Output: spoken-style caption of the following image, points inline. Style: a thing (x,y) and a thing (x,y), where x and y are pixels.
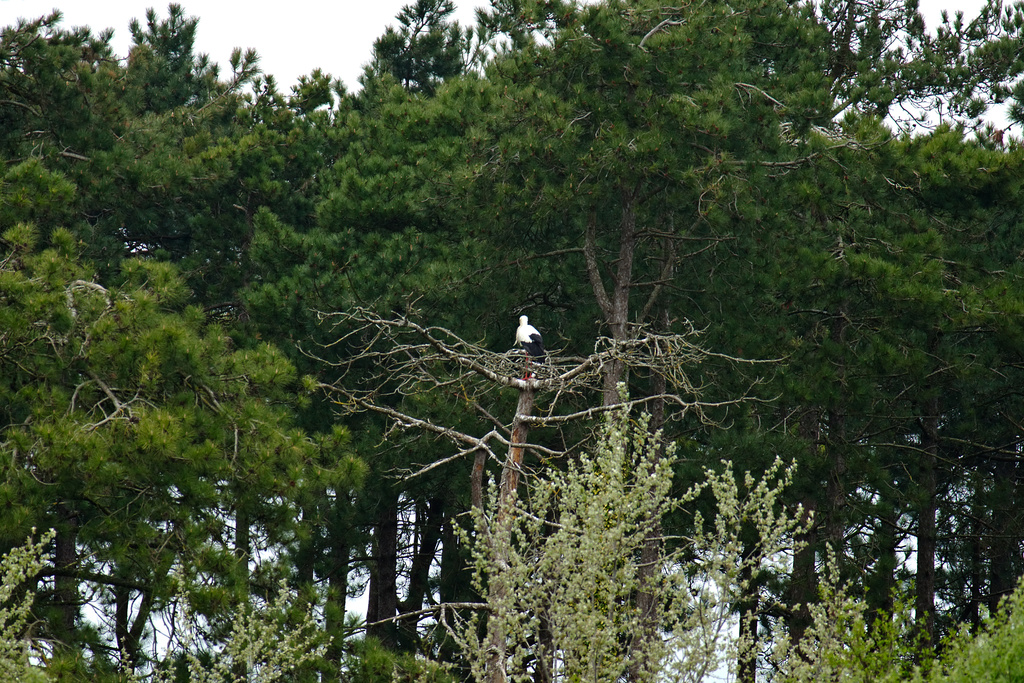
In this picture there is a bird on the tree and the bird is in white and in black color. At the back (561,431) there are trees (243,350). At the top (245,53) there is sky (304,50).
